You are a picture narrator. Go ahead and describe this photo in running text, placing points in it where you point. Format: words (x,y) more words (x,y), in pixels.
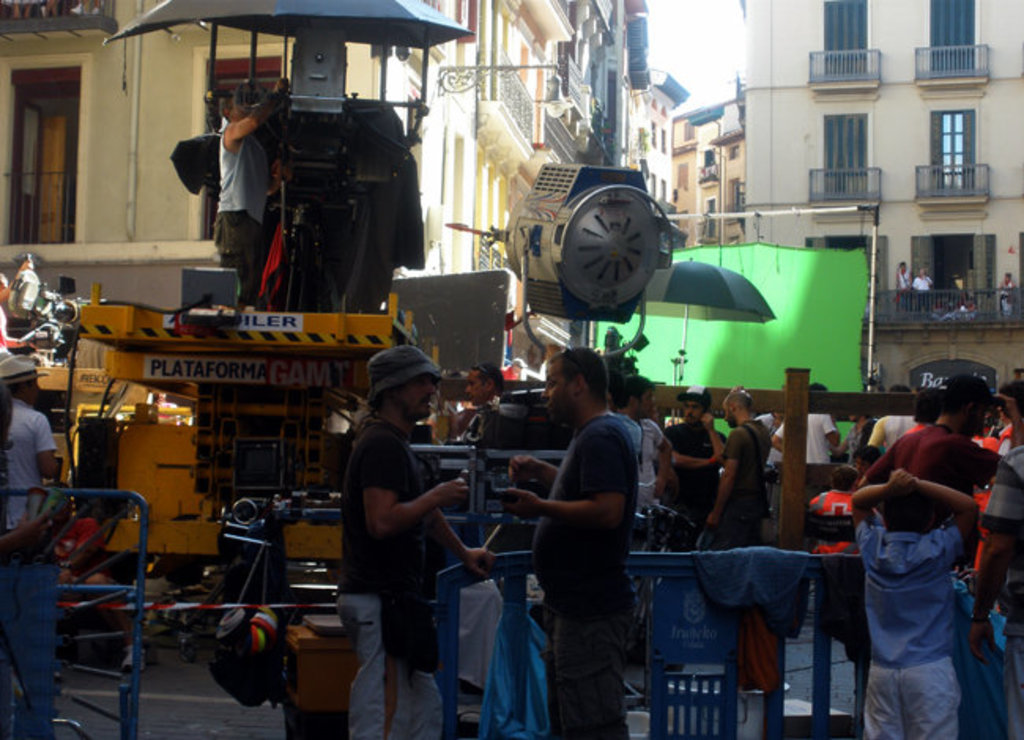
In this image there are a few people (693,510) standing, in between them there is a film shooting equipment (372,282) like cameras (299,188), umbrellas (697,312), wooden fence (753,391) etc. in the background of the image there are buildings (508,187).
